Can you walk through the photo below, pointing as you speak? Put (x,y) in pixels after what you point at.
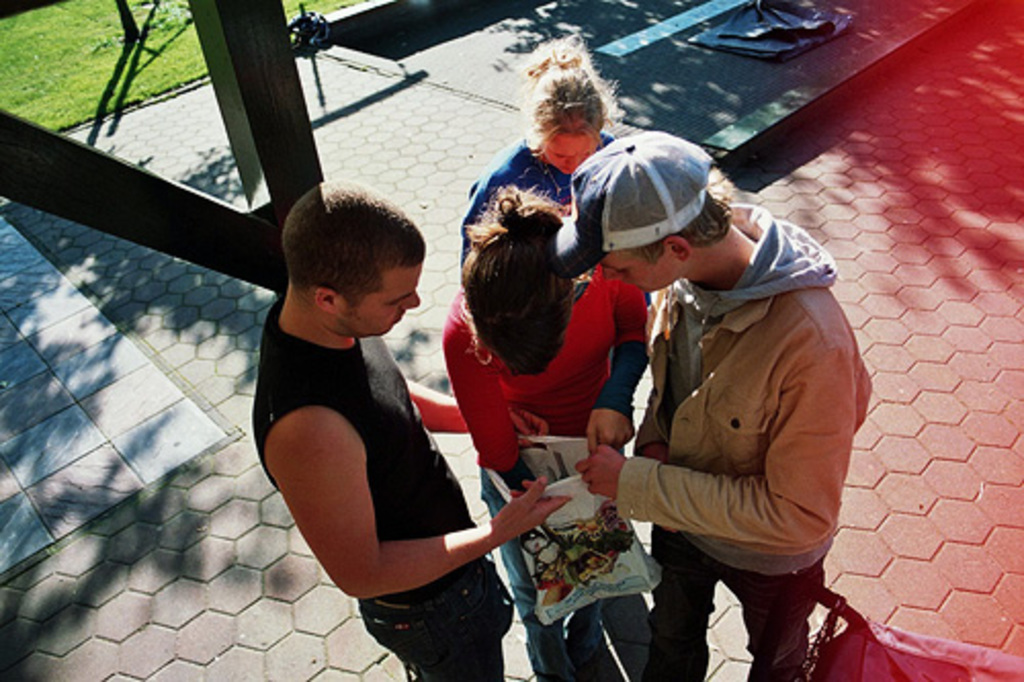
In this picture I can see few people (638,445) are standing on the floor (883,343) and holding object (547,525), behind I can see some grass (84,55) and grills (207,229).
